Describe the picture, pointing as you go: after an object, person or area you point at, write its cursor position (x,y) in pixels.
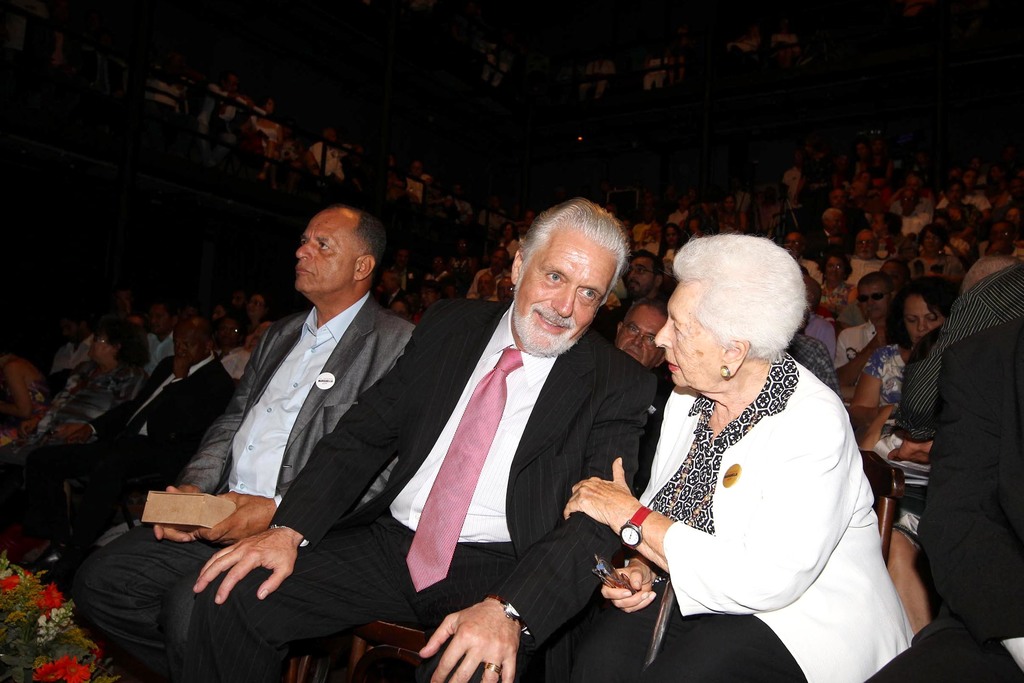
There are three persons (500,467) sitting in chairs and there are some other people (793,245) sitting behind them.
